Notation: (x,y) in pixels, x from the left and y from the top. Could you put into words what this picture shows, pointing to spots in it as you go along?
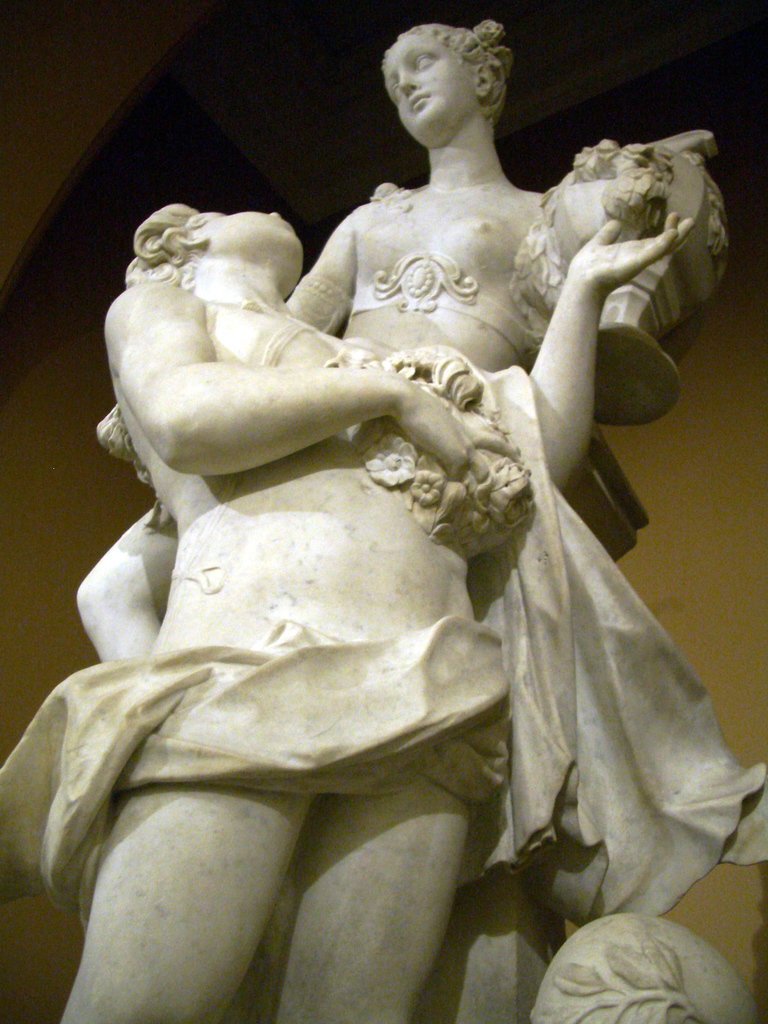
In the center of the image (362,453) a statue (296,557) is there. In the background of the image (95,480) wall (103,454) is there.
